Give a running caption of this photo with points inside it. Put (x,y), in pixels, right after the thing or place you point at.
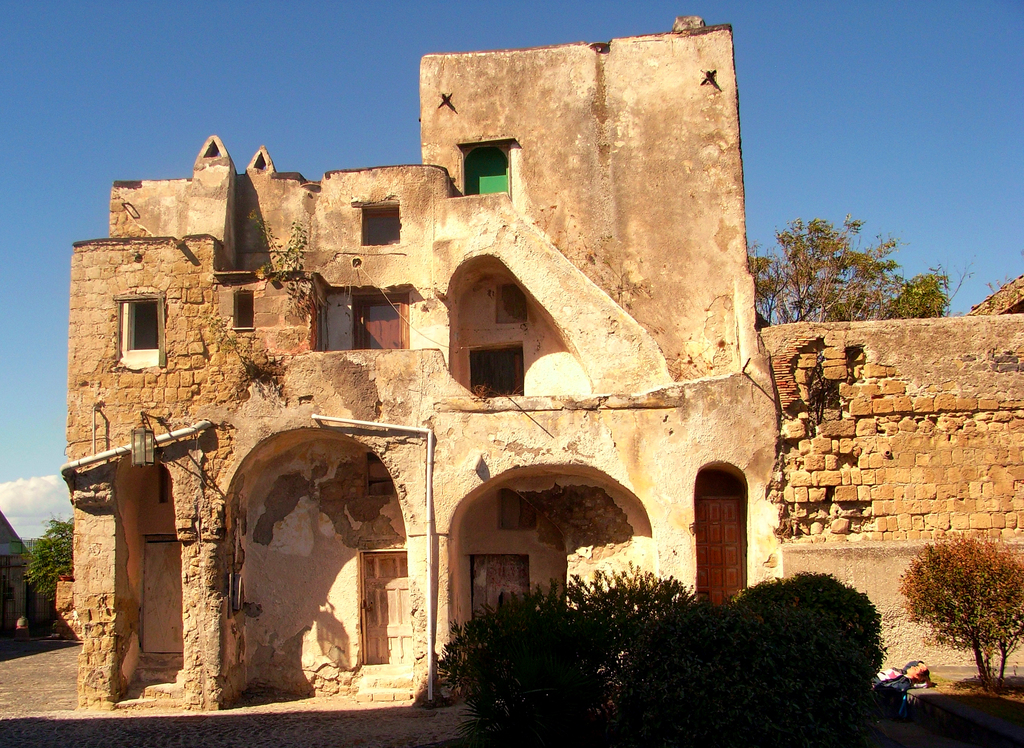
In this image, we can see a building (847,388), walls (646,514), doors (402,569) and windows (147,355). At the bottom of the image (676,684), we can see plants (789,701), walkway (336,745) and few objects (920,679). In the background (835,313), there is the sky (910,256) and tree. On the left side of the image (80,637), we can see wall (66,617), tree (43,585) and walkway (29,663).
